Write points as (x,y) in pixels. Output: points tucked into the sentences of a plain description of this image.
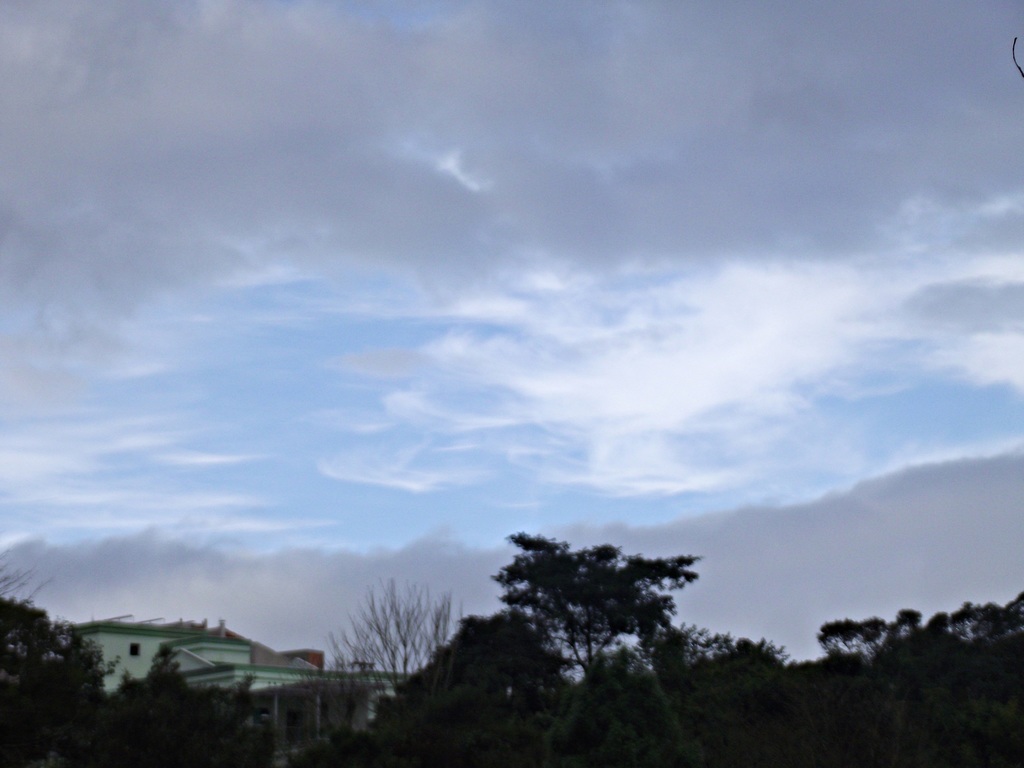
In this image we can see trees (542,659) and buildings (275,681), at the top of the image (352,229) there are clouds (386,272) in the sky (380,433).
